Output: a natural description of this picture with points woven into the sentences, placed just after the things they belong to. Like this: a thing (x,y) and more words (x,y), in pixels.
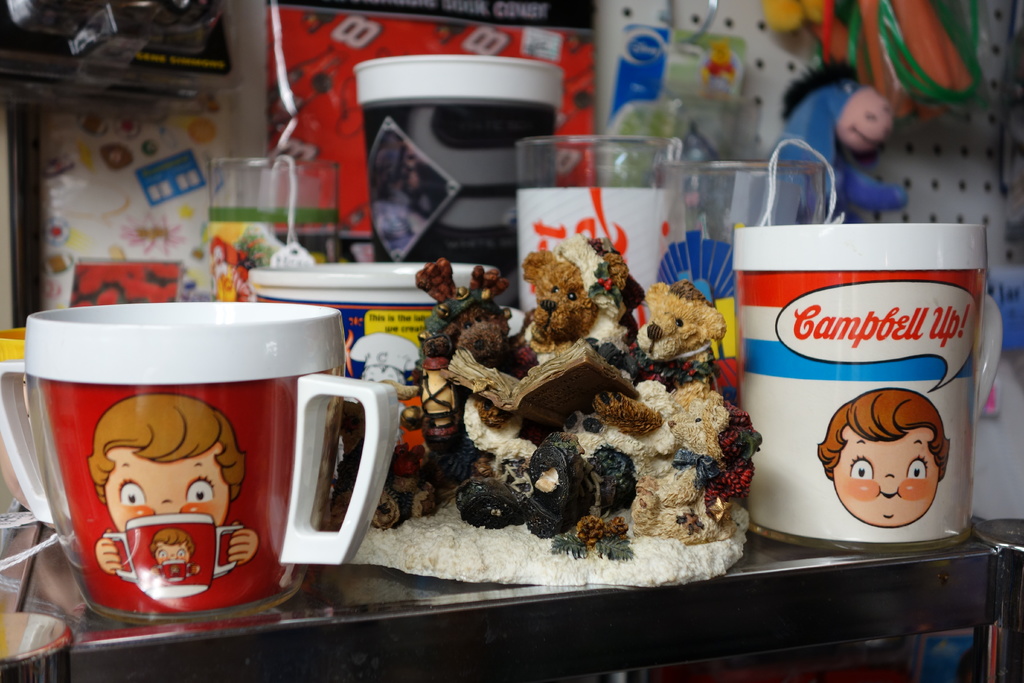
In the background (558,12) we can see objects (703,91) and a toy (869,90). In this picture we can see cups (817,362) and other few objects (552,441). It seems like a gift store (20,173).
